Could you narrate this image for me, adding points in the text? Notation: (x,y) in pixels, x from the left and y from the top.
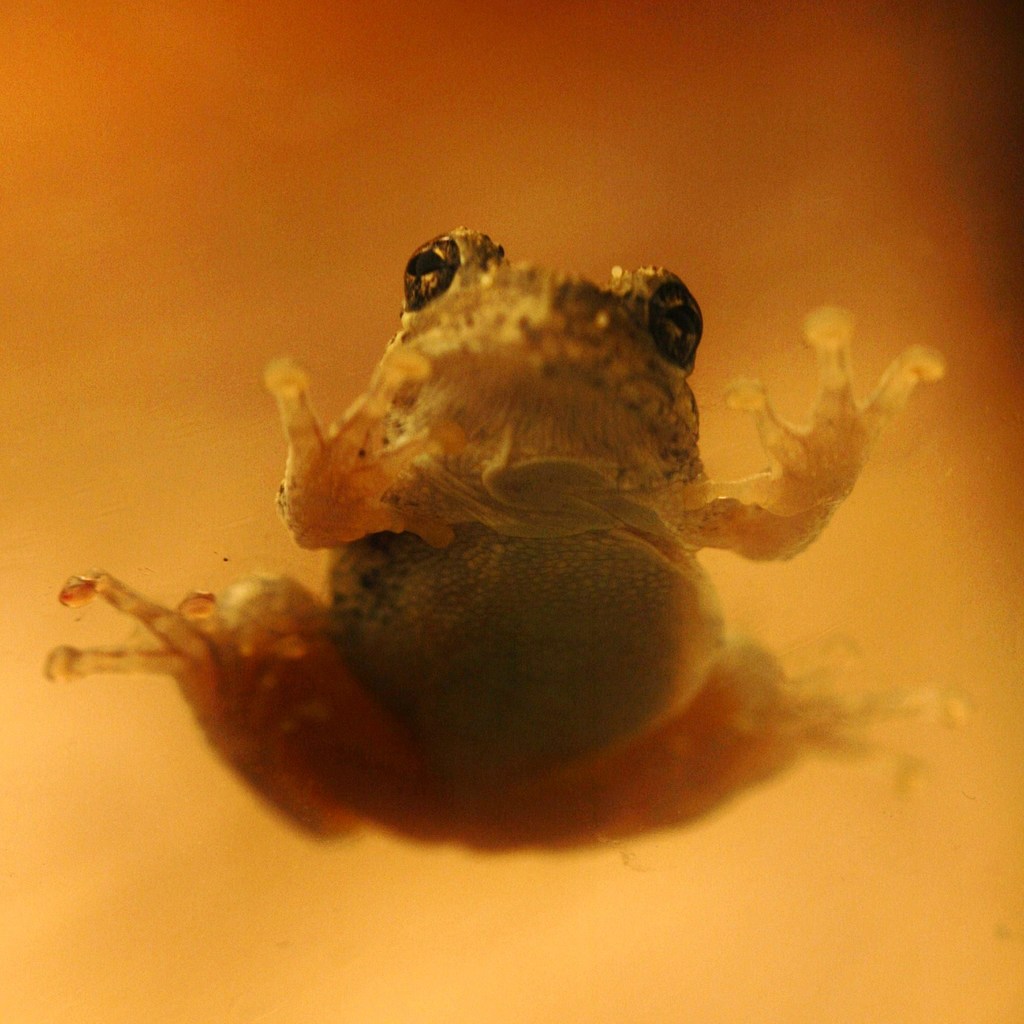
In this picture there is a frog (445,291) in the center of the image (656,357).
